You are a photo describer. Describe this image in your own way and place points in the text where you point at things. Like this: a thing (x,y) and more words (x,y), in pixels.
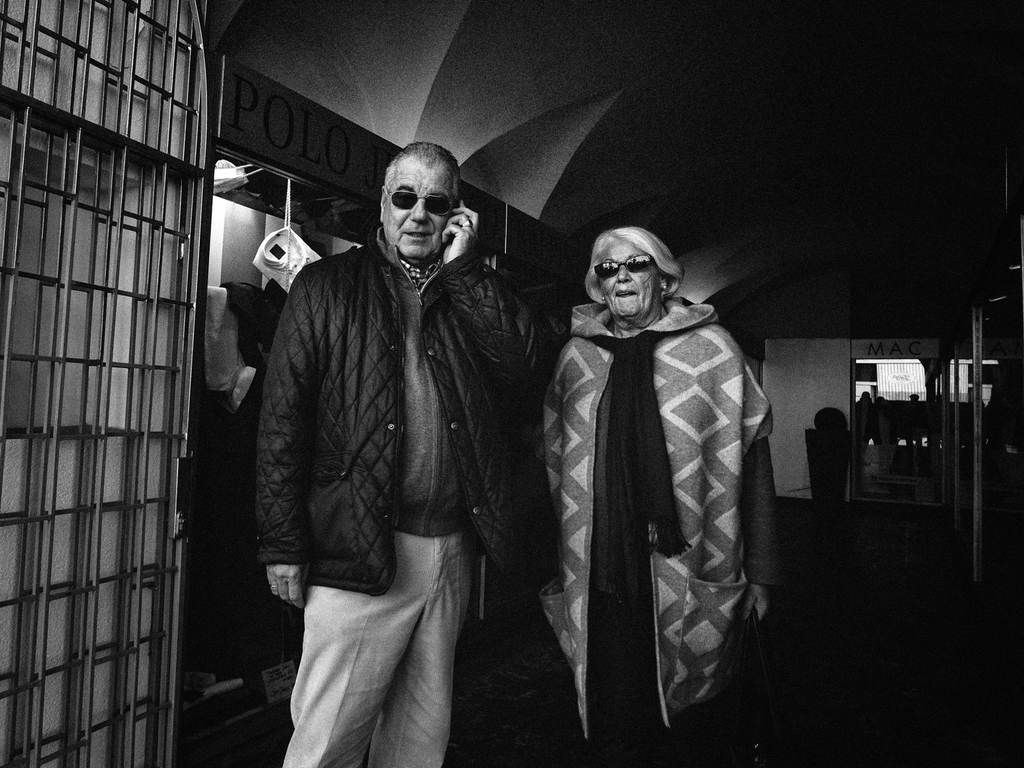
In this image we can see two persons (636,569) standing, a person (457,230) is holding an object (753,742), there are few clothes (292,265) beside them and there is a grille (58,51) to the left of them and few objects (904,411) in the background (911,430).
